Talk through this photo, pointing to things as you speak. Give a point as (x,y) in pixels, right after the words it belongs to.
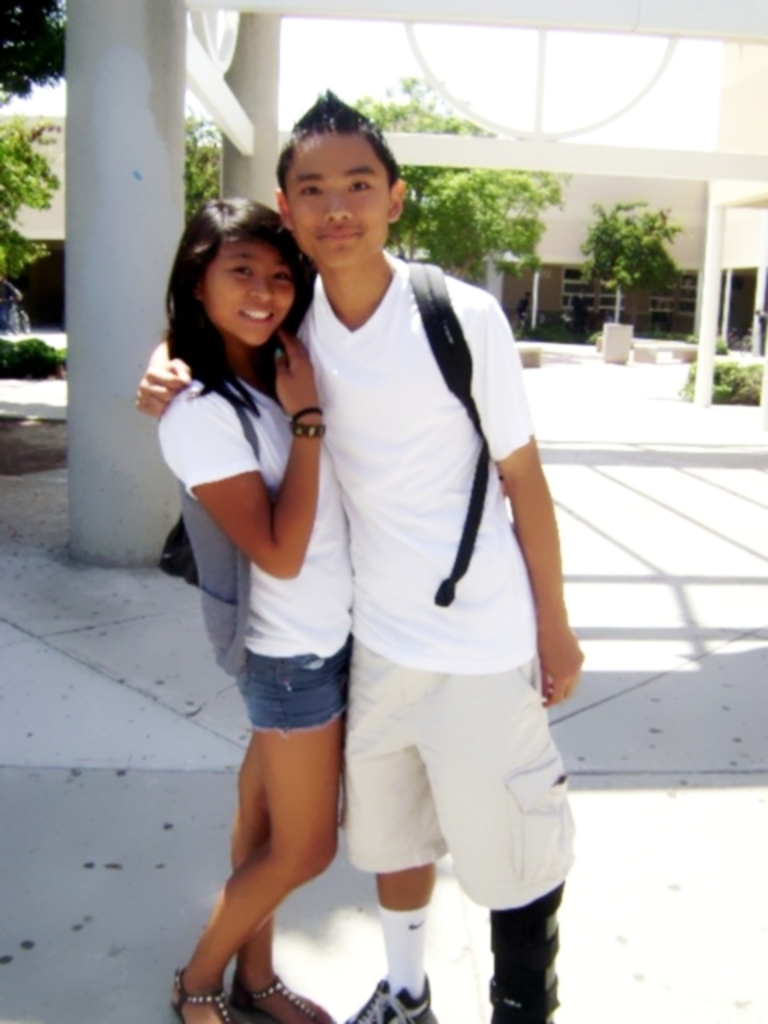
In this picture we can see two people (329,662) standing on the ground (325,889) and smiling and in the background (106,333) we can see pillars (130,174), trees (33,191).
